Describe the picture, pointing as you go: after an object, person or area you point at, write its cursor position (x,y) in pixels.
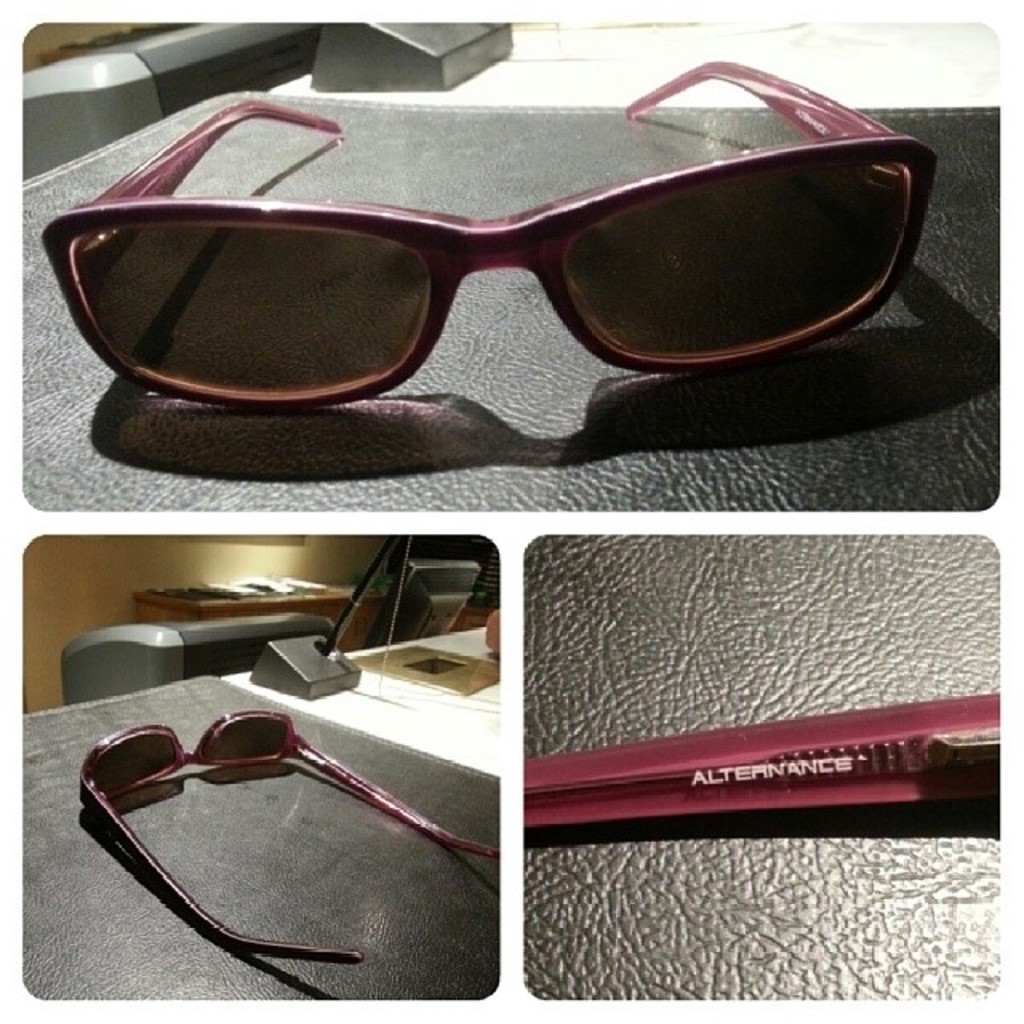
This is a collage image and here we can see glasses (714,289) on the table (133,886) and there are some other objects (291,618).
